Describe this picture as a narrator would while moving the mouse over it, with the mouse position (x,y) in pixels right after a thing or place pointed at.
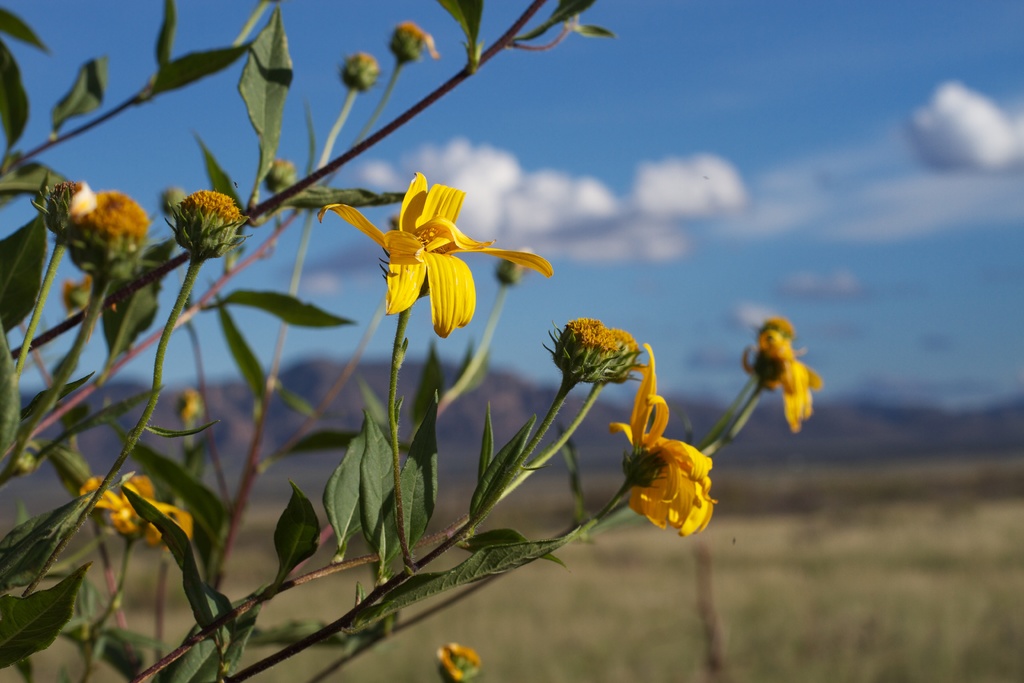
To this plant (158,56) there are flowers (636,414) and buds (119,229). Background (507,231) it is blurry and we can see clouds (520,234).
